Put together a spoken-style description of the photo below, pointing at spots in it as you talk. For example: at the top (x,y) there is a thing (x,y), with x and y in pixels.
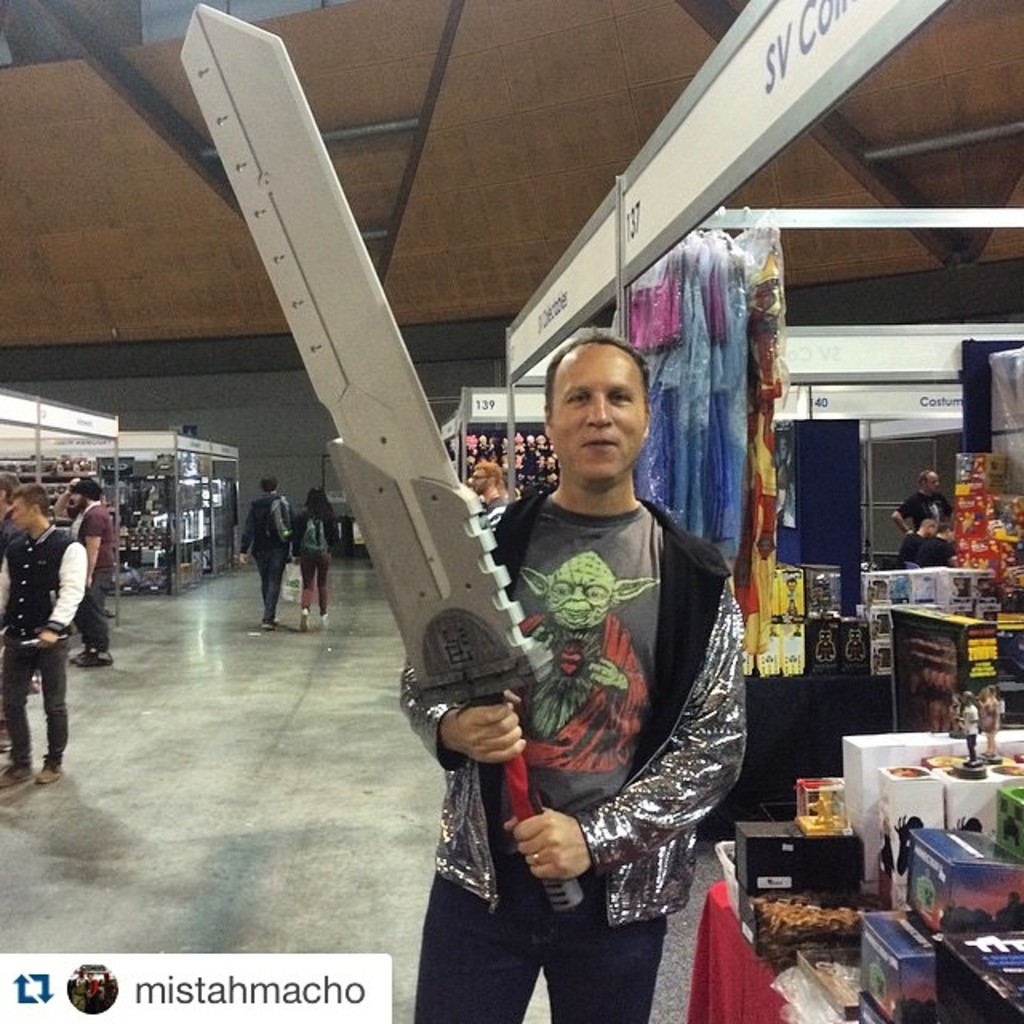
In the center of the image (661,653) we can see a man (661,782) standing and holding an object (276,174). On the right (793,725) there is a table (827,902) and we can see things (881,896) placed on the table (919,921). In the background (3,459) we can see stalls (693,471) and there are people (327,549). We can see a wall (311,389). At the bottom (192,965) there is text (213,989).
